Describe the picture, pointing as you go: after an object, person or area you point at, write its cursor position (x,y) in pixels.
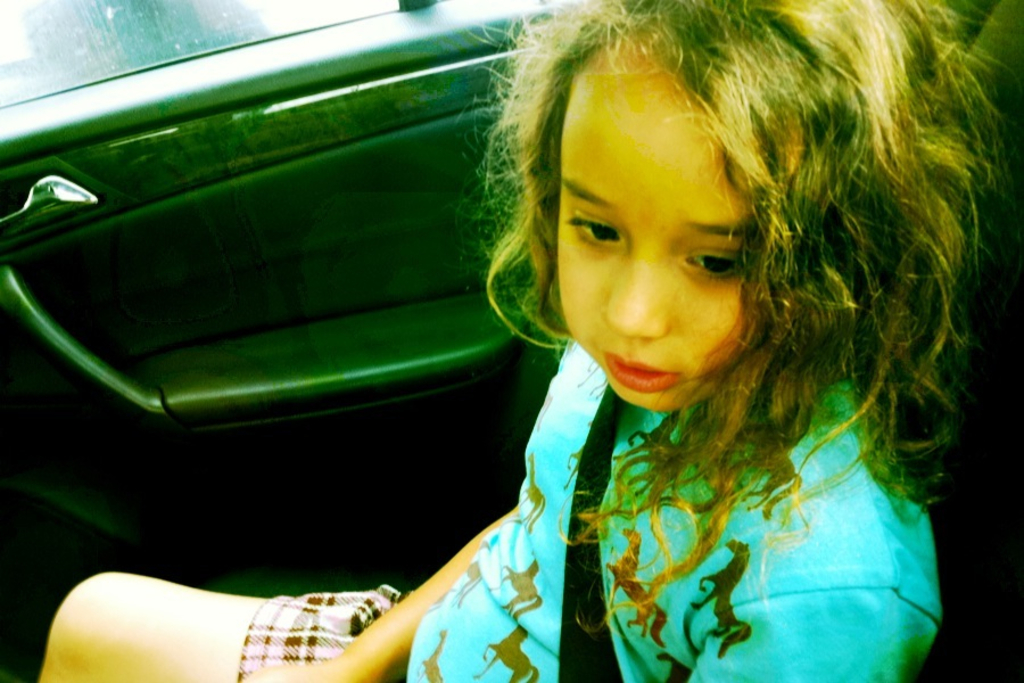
Here we can see a girl (182,613) sitting in a car (213,579) with the car door (439,223) closed.
